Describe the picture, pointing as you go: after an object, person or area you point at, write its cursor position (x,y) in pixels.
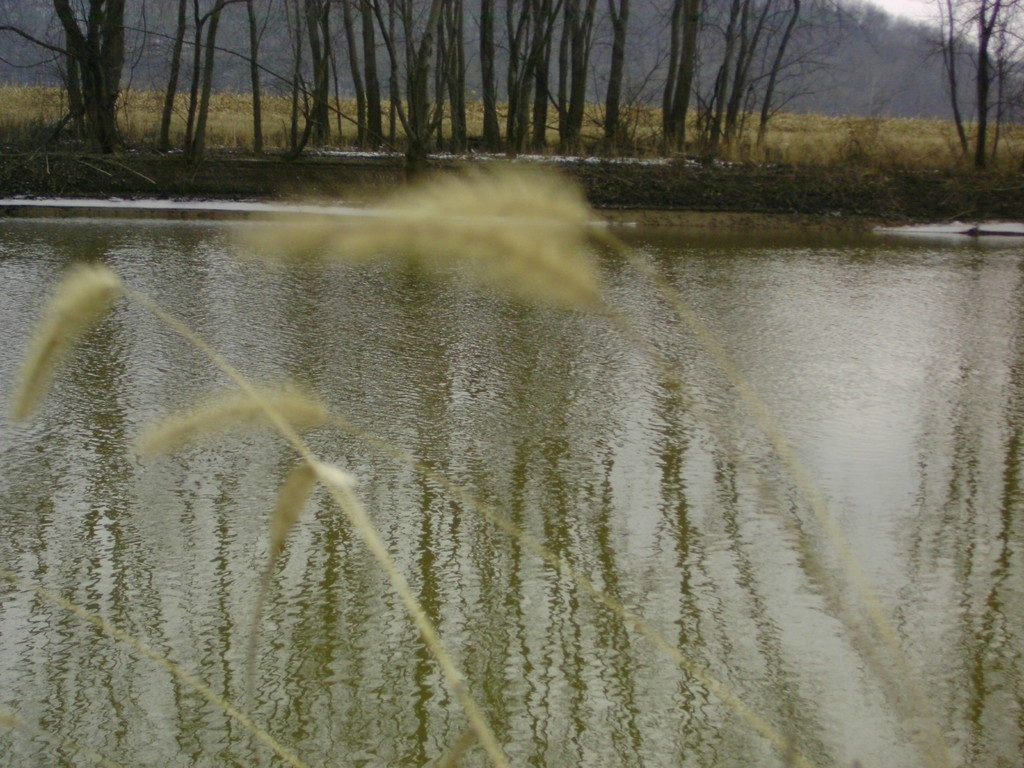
In this image in the foreground (564,219) there are some plants (476,195), at the bottom (155,549) there is a river (805,300). And in the background (209,77) there are some trees (838,67), grass (744,138) and plants (857,199).
